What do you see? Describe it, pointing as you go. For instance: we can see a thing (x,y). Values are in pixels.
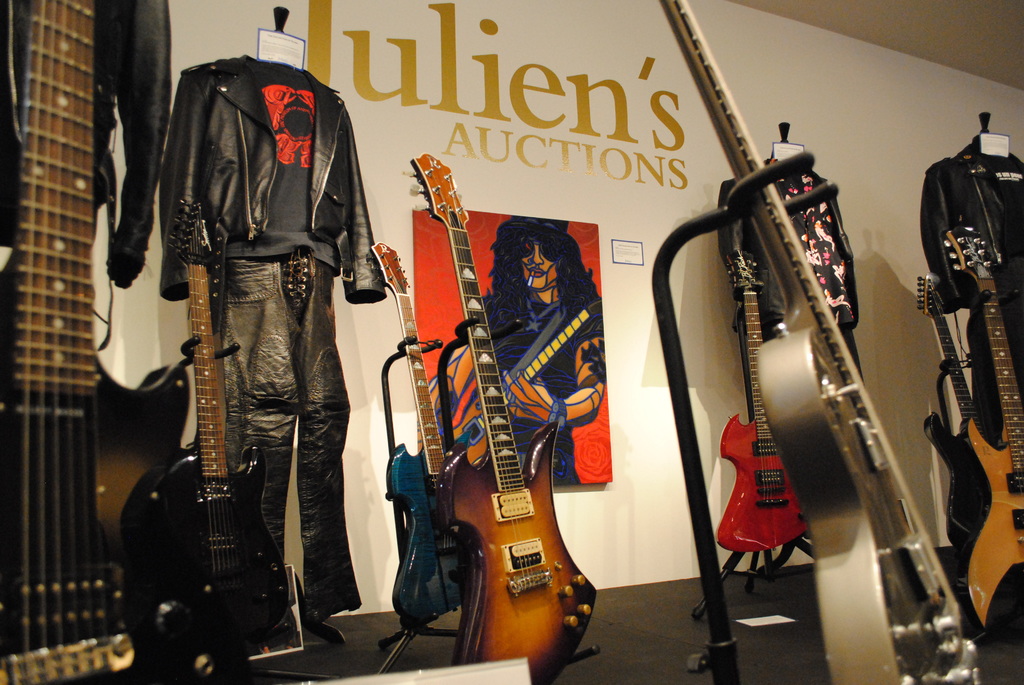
Bottom of the image (40,584) there are few guitars (83,663). Top left side of the image (155,23) there are some clothes (263,131). Top right side of the image (707,7) there is a wall (868,226) on the wall (868,226) there is a poster (512,235).
